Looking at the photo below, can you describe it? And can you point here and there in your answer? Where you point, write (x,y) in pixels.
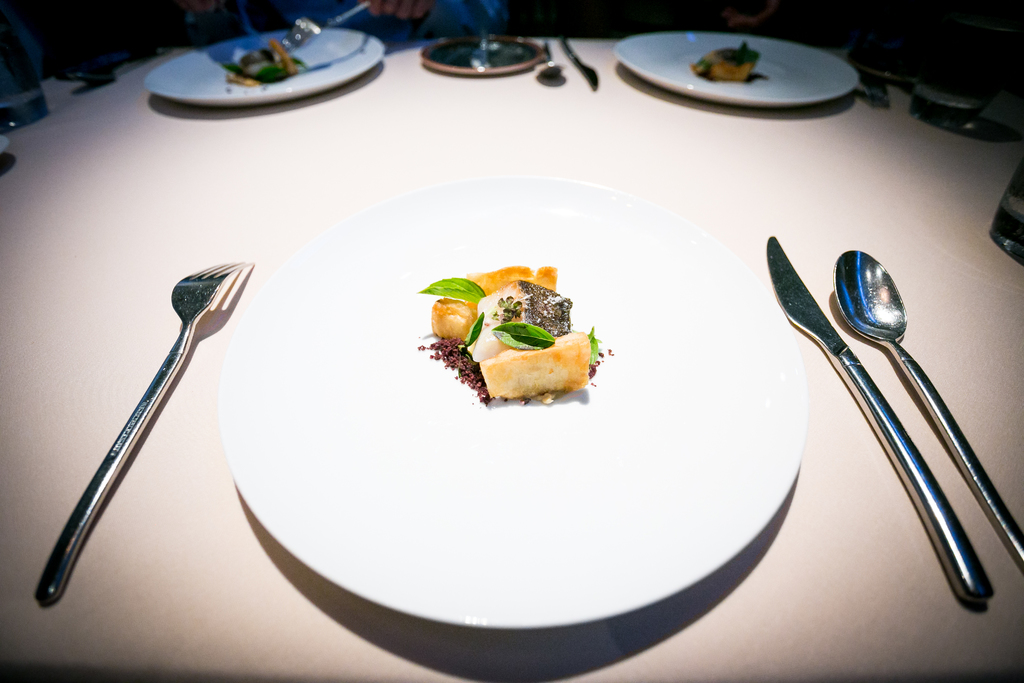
In the image there are plate (438,238) with fish (501,346), herb leaves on it with forks (192,297), spoons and knife (793,276) on either side of it on a table (683,116).
